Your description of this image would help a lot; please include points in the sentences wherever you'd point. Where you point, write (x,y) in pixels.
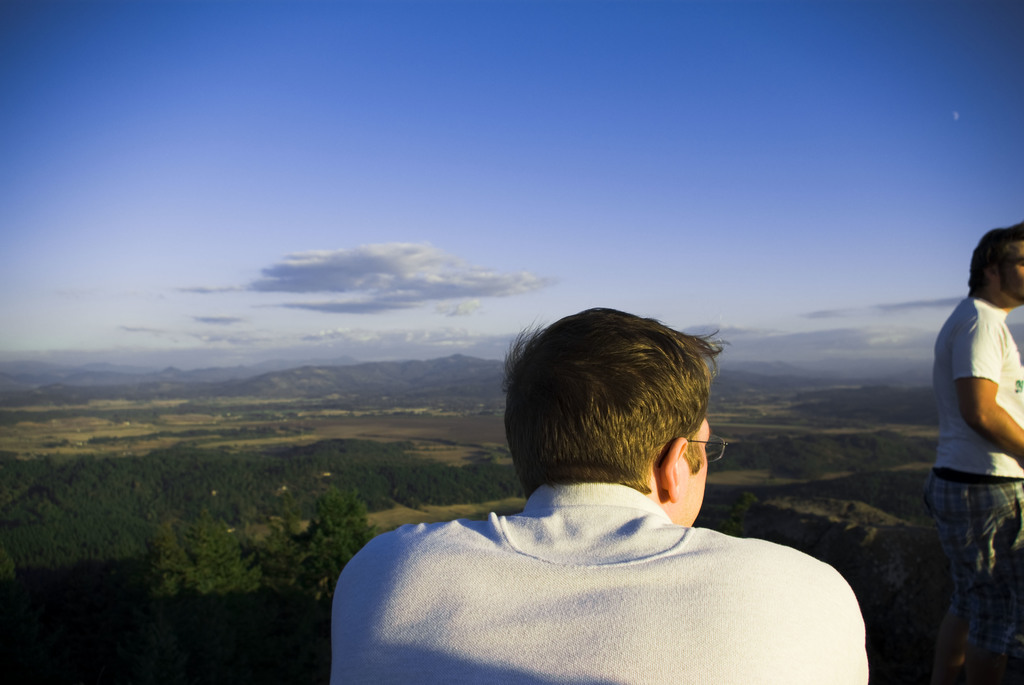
In this picture there is a boy (773,637) in the center of the image (528,451) and there is another boy (1009,561) on the right side of the image (1018,390), there is greenery (855,430) in the background area of the image (0,358) and there is sky (709,36) at the top side of the image (709,36).
